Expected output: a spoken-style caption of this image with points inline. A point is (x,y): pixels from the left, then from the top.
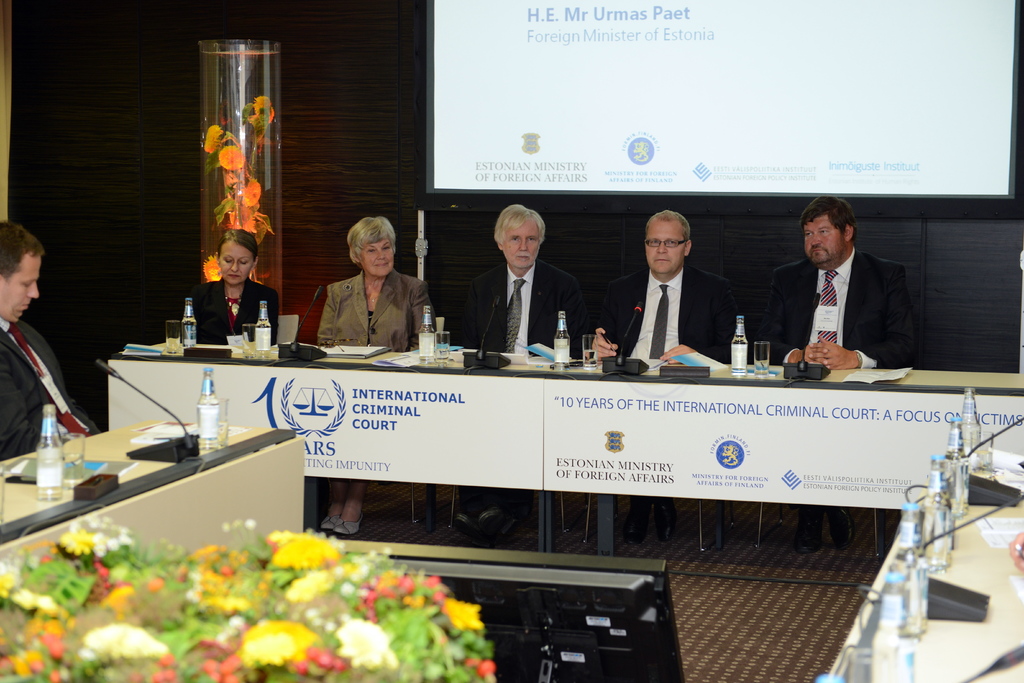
There are so many people (524,296) sitting in chair (289,335) in front of table (872,393) there are bottle (737,317) glass (761,365) and microphone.
